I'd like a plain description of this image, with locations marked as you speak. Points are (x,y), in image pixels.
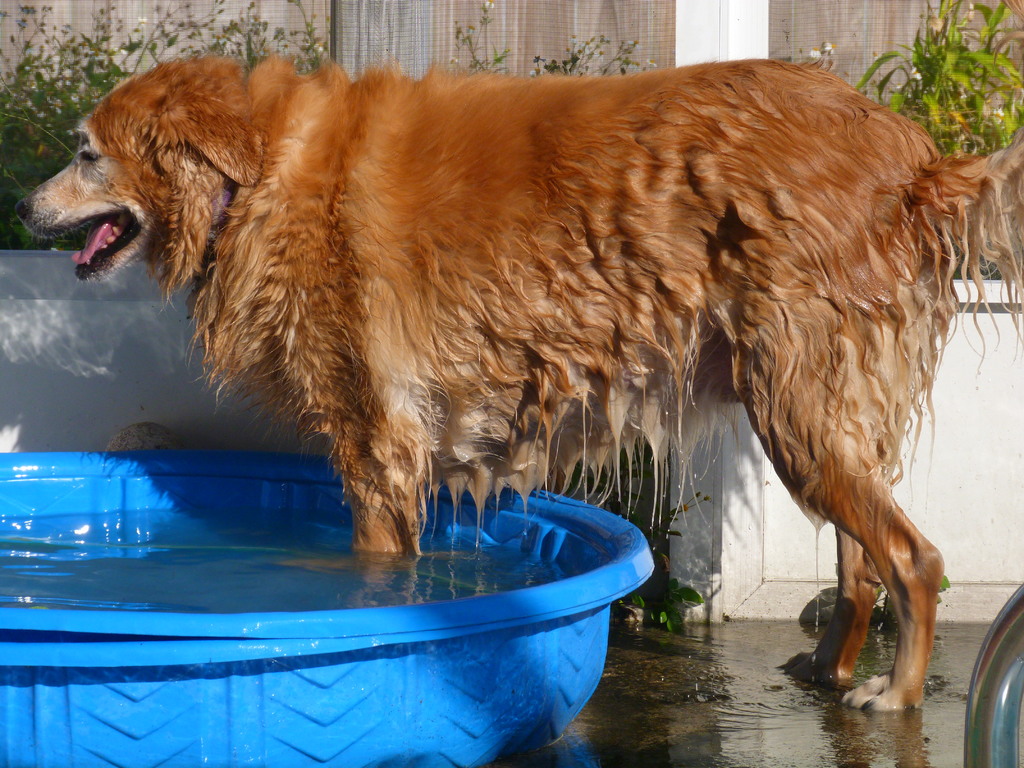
In this image we can see a dog (860,617) standing on the floor (771,636) and keeping its front legs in the tub (335,560) of water (305,562). In the background (388,40) we can see walls (676,29) and plants (470,43).
